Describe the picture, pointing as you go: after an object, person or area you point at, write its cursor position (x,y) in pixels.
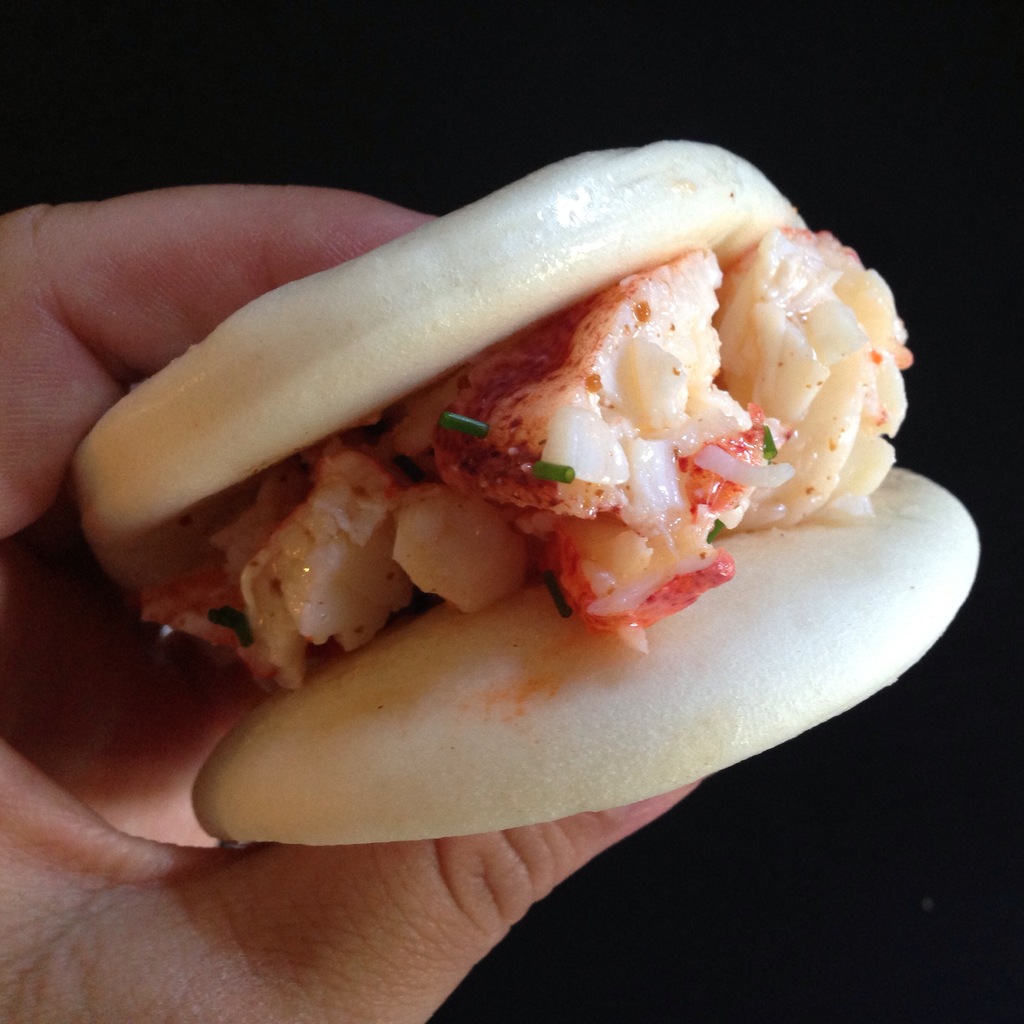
In this picture I can see the person's hand (282,914) who is holding the burger (619,448). In the back (884,938) I can see the darkness (895,943).
